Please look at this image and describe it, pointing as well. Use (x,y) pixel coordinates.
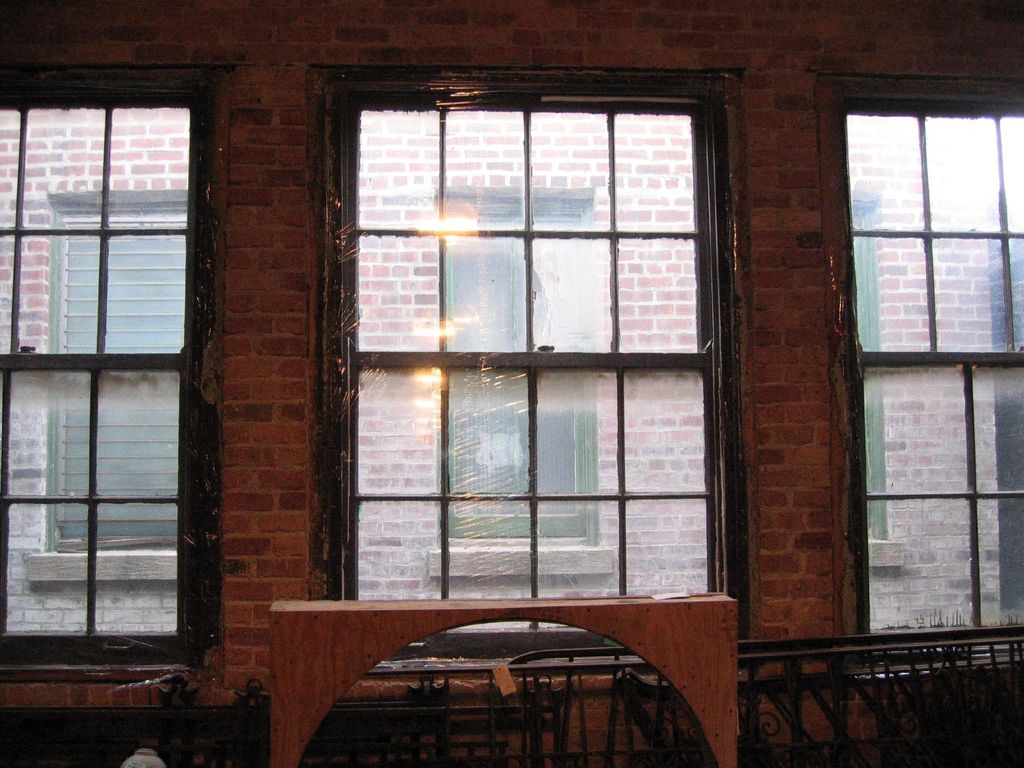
In this image we can see a building (176,405) through the windows (200,510) and an iron grill (233,727).
